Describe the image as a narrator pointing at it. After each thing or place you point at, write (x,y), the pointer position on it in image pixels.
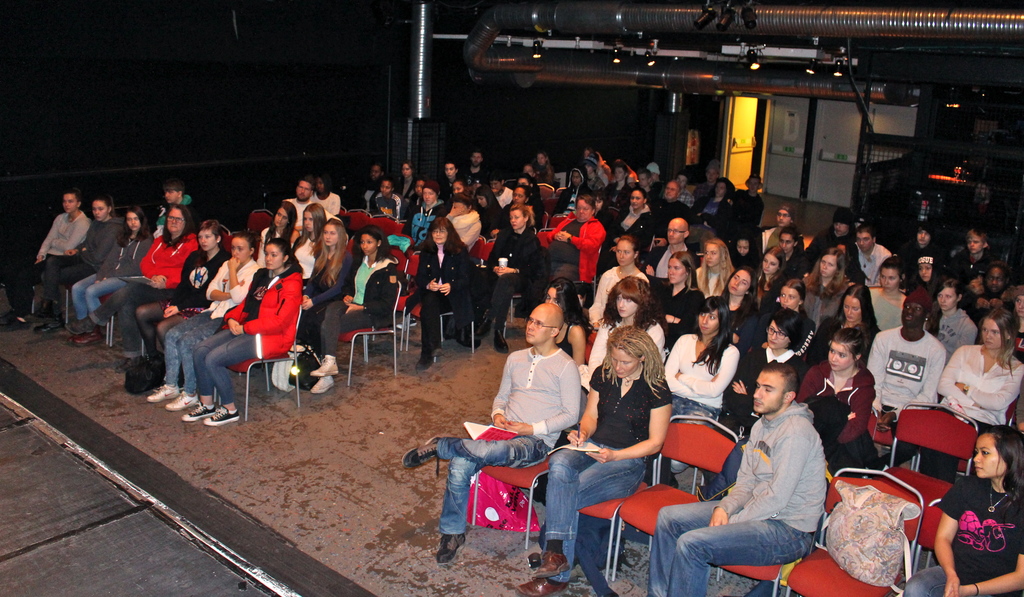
In this image there are group of persons (703,333) sitting, there are chairs (550,223), there are persons (191,238) holding an object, there are doors (800,161), there are pipes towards the top of the image (512,71), there is the wall (220,97) towards the top of the image (223,70), there are objects (502,502) on the ground (413,525), there is an object (87,509) towards the left of the image (76,496), there are objects (947,181) towards the right of the image (857,522), there is a bag (895,534) on the chair (837,582).
